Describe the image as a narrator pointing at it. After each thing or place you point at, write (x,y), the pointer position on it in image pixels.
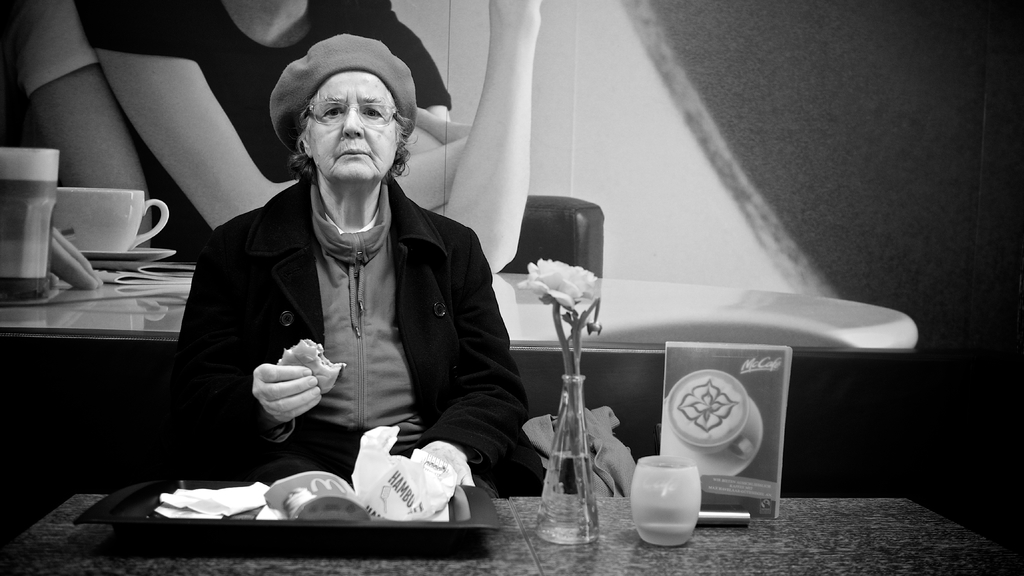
in the picture we can see an old woman (351,337) eating, we can also see a tray (242,537) on the table (67,533) and a flower vase (580,479).
